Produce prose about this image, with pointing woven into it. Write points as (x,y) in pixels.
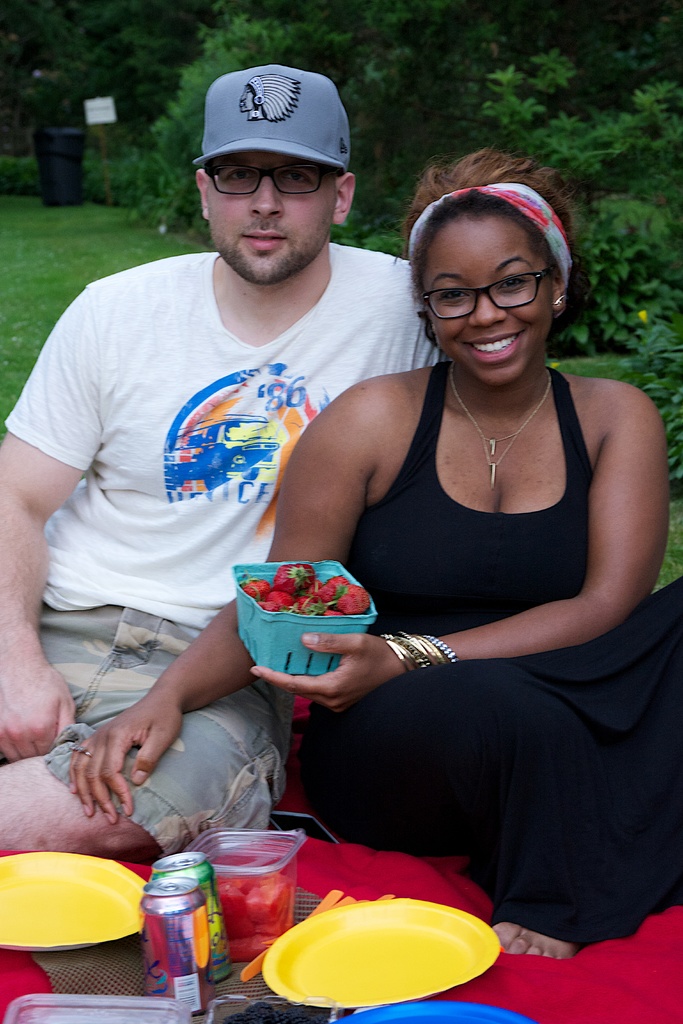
In this image I can see a person (198,325) wearing white t shirt (119,350), blue cap (240,111) and short (97,683) and a woman (462,528) wearing black dress (465,539) are sitting on the red colored cloth (396,878) and I can see the woman (433,684) is holding a basket (305,631) with strawberries (301,612) in it and in front of them I can see 2 plates (298,931), 2 tins (190,921), a plastic container (226,891) and few other objects (69,975). In the background (549,347) I can see few trees (547,132), some grass (74,254) and a bin (49,131) which is black in color.
